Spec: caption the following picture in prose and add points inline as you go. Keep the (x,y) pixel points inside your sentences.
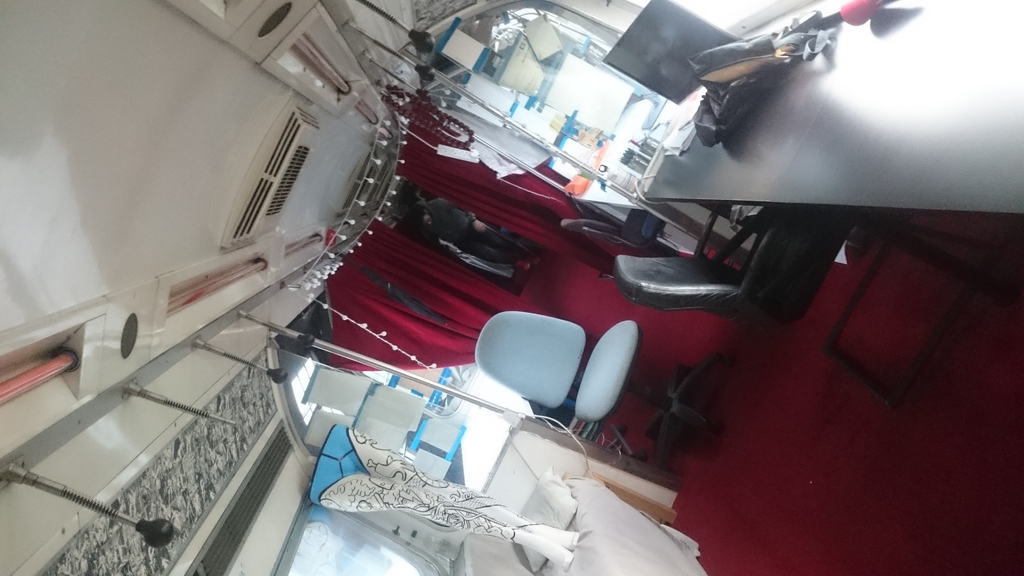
In this image I can see a bed (599,518), pillow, glass windows (345,530), chairs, system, papers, boards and few objects (573,137) on the table (823,123). Back I can see a maroon curtains (435,155) and few objects (468,226).
